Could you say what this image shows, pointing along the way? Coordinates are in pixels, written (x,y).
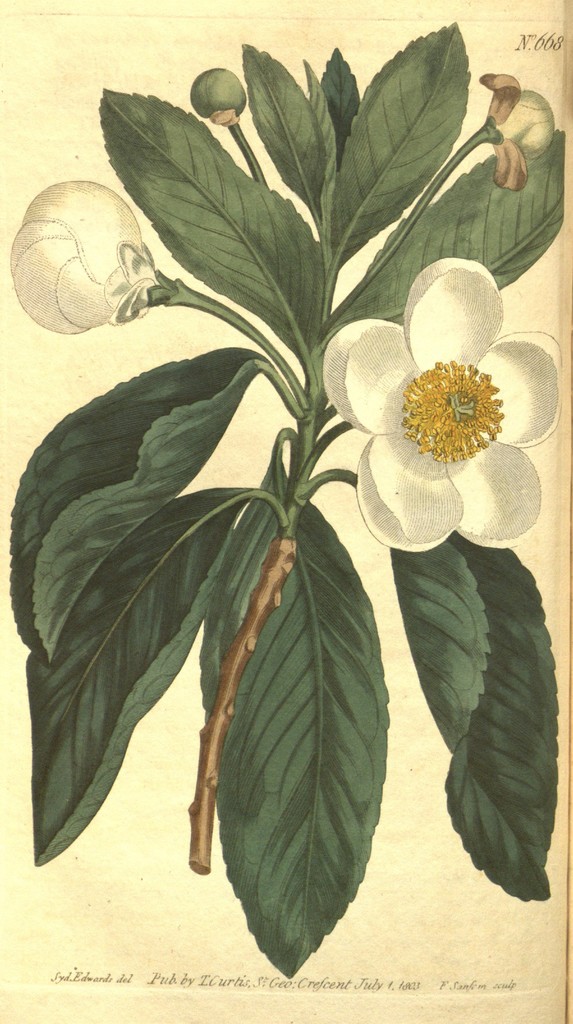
In this image I can see a drawing (49,657) of a white flowers plant (233,697).
